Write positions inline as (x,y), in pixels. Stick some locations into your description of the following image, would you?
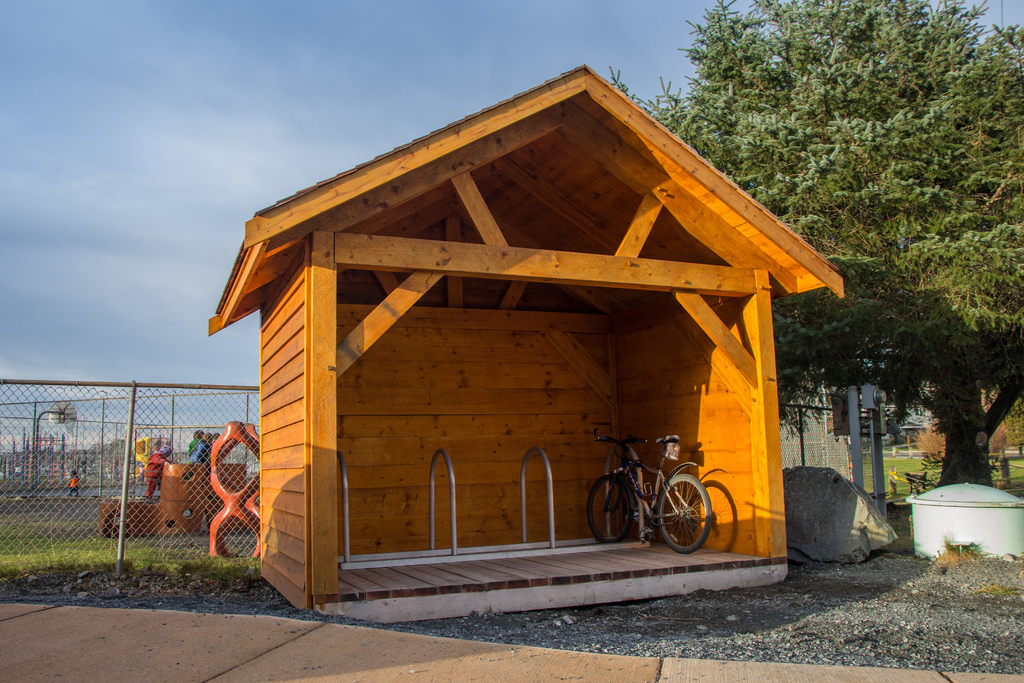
In the image we can see the wooden shed house (466,335) and trees (847,150). Here we can see the mesh (127,464), bicycle (649,490), grass (117,552), pole (36,421) and the sky (100,280).
